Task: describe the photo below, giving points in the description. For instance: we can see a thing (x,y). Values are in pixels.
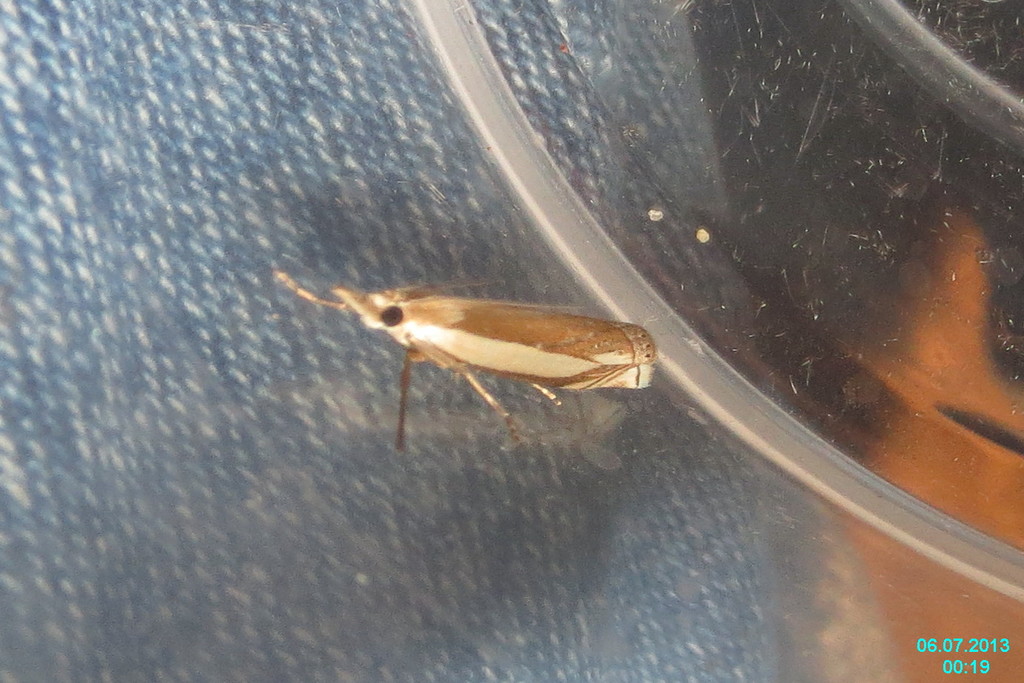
In the middle of the image (509,309) we can see an insect (597,331), and we can see timestamp (959,651) at the right bottom of the image (942,646).
